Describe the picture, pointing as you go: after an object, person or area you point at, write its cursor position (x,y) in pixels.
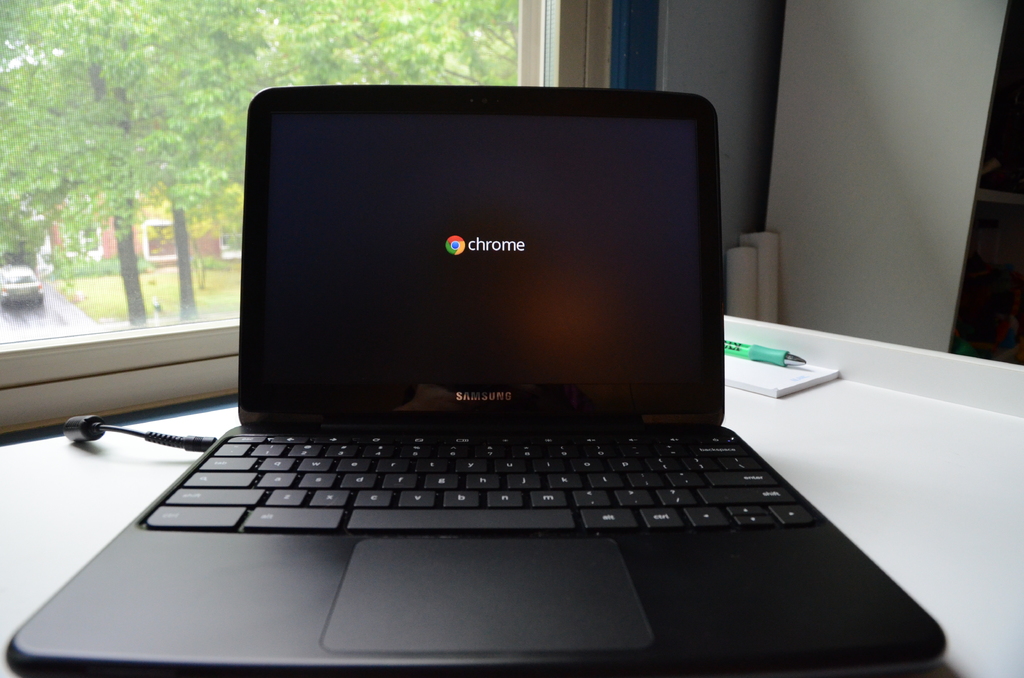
In this picture we can see a laptop (616,399), pen (764,355), window (28,136) and from window (433,46) we can see trees (210,137) and a vehicle (27,300) on the road (70,308).
